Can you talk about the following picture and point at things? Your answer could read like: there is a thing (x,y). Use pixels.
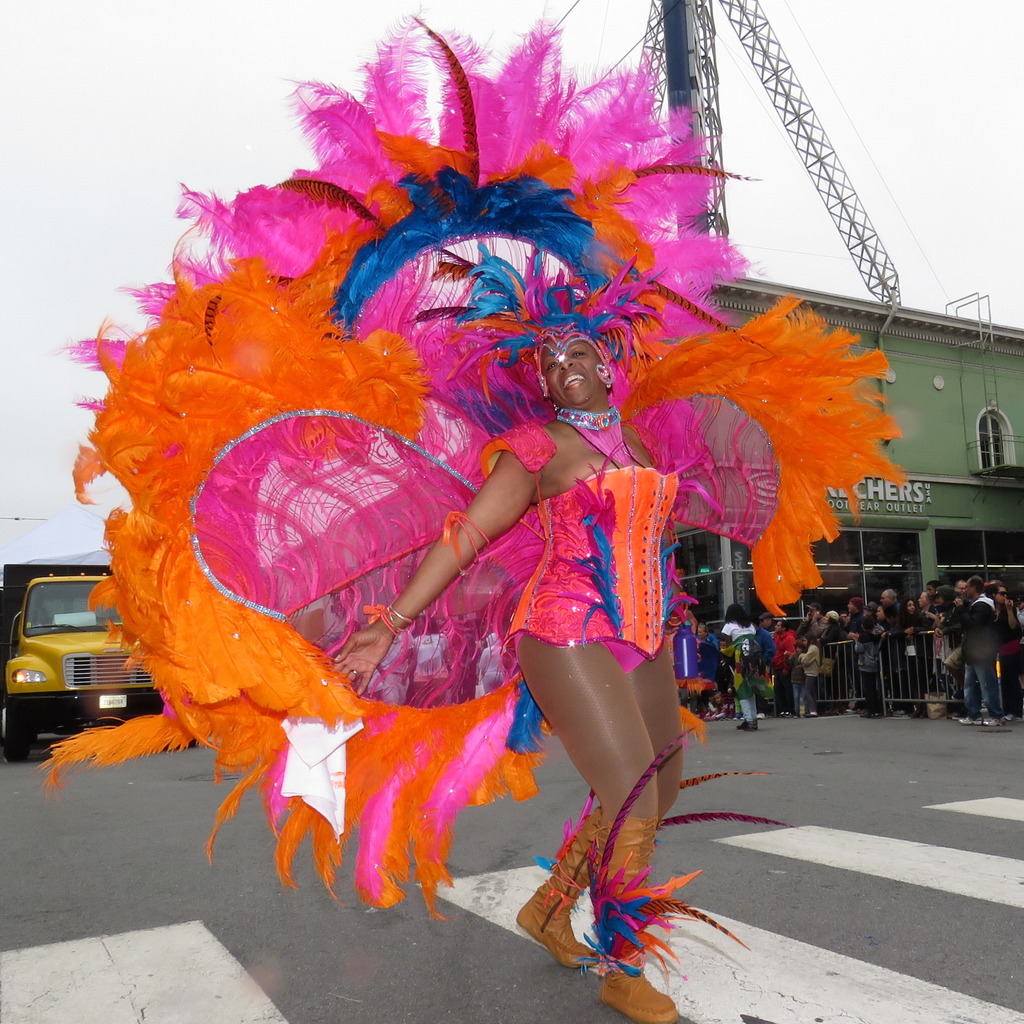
In this image there is a woman (605,658) walking with a smile on her face (572,397), behind the woman (140,627) there is a truck (74,648) and there are people (816,673) standing in a queue in front of a building (872,591).
